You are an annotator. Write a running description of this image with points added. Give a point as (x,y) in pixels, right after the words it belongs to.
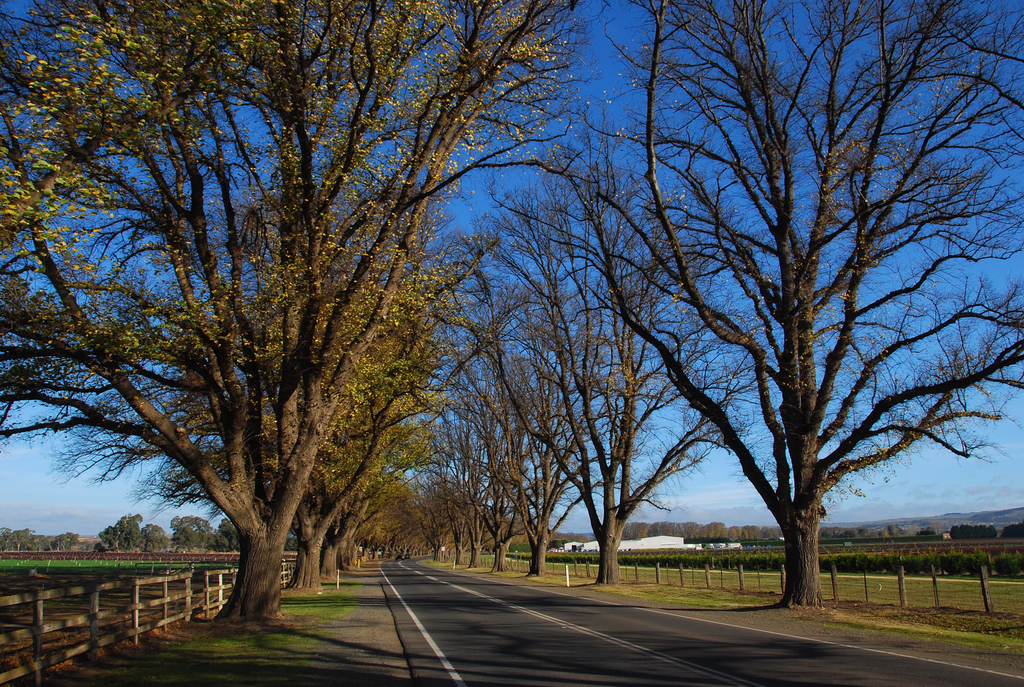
In this image there is a road (492,623) at the center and on both right and left side of the image (185,496) there are trees (604,389). At the background (648,543) there are buildings (668,542) and on both right and left side of the image (48,628) fencing (152,605) is done and at the top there is Sky (36,491).
